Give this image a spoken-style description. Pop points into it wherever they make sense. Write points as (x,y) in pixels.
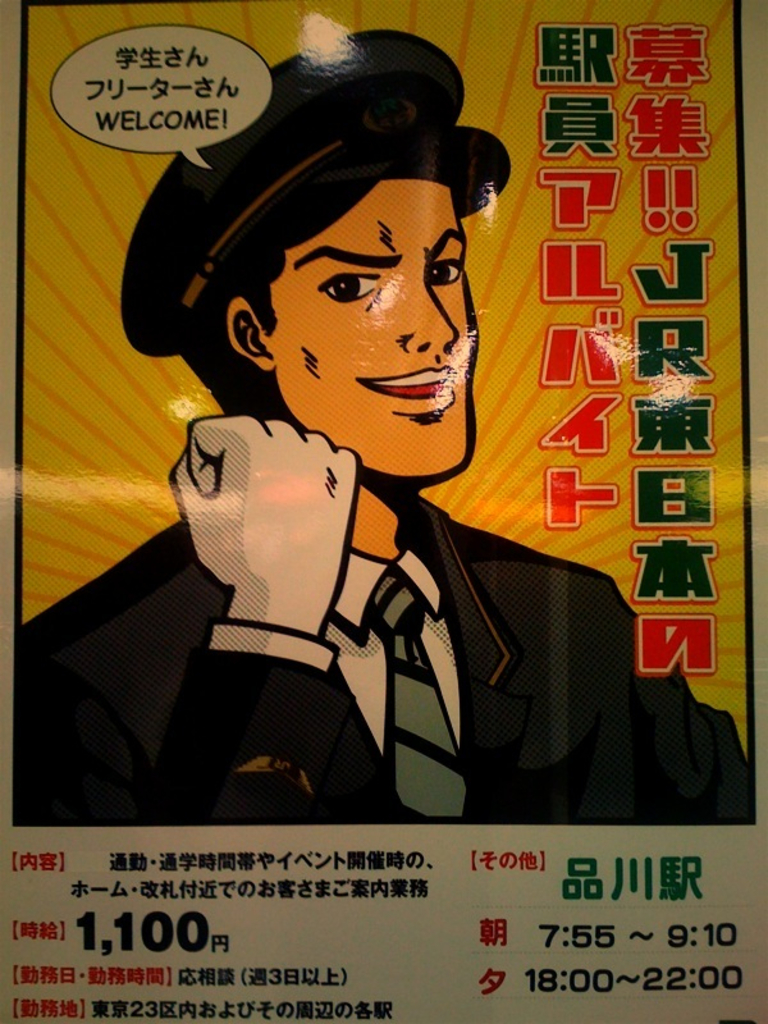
As we can see in the image there is a poster (441,670). On poster (424,655) there is a man (353,529) wearing black color jacket (475,703).
